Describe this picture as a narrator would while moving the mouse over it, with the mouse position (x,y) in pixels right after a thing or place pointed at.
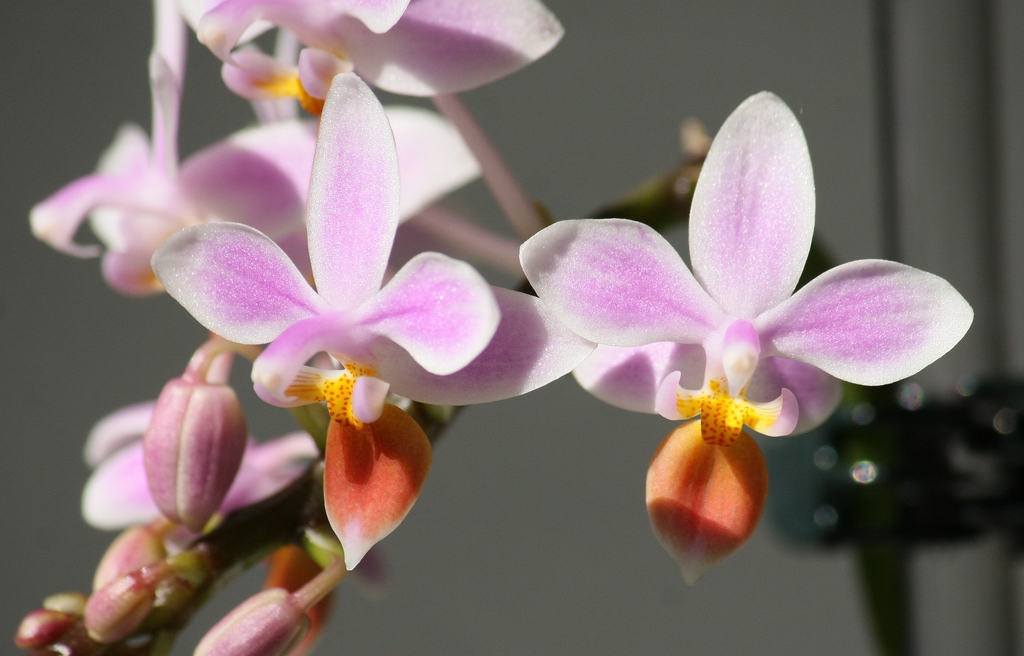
This is a zoomed in picture. In the foreground (759,365) we can see the flowers (353,318) and buds (242,614). In the background (967,438) there are some other objects (888,544).
